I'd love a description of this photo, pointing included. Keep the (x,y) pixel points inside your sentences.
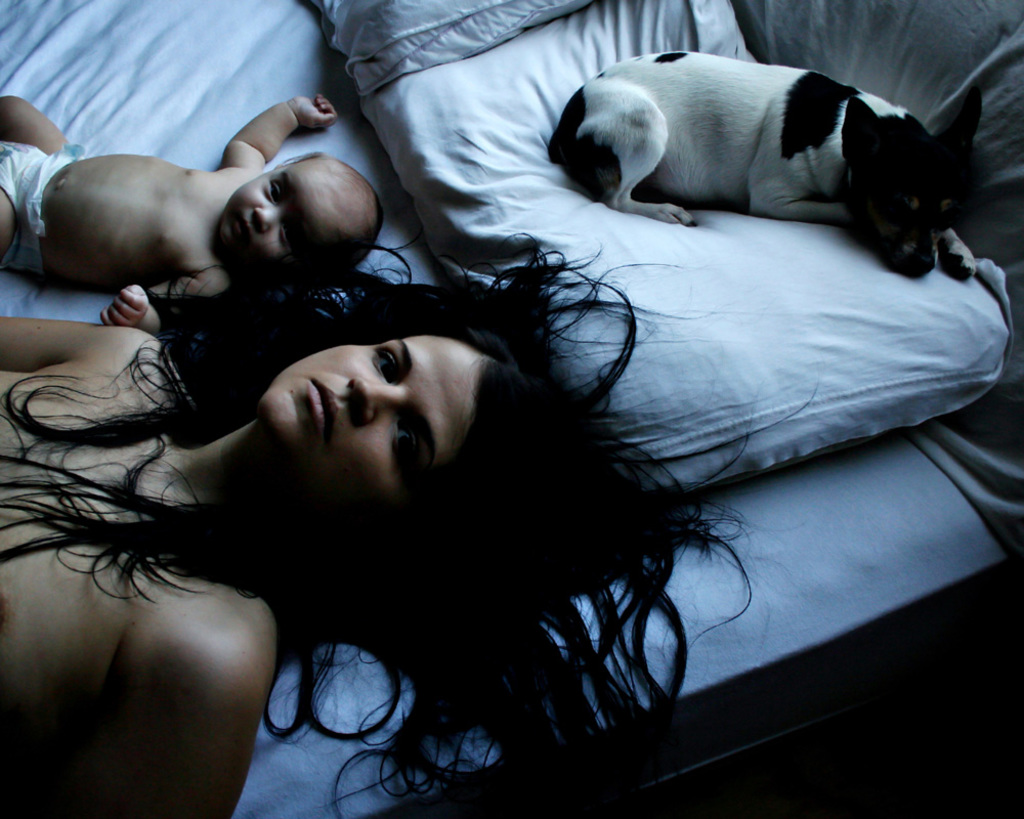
In this image I can see a woman (233,483), a baby (0,149) and a dog (780,162). I can also see few pillows (708,402) on this bed (820,604).
